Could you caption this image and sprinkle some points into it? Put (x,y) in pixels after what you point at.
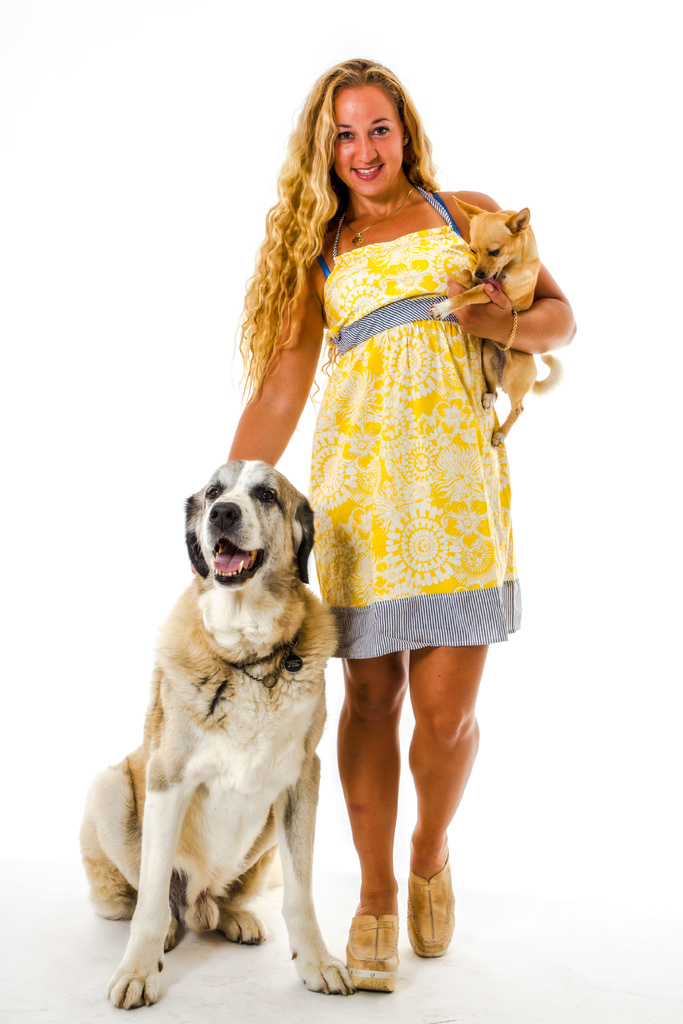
There is a woman (402,278) in yellow color dress (415,330), standing, smiling and with two dogs (489,251). One dog (226,617) is in white color and other one (483,263) is in yellow color. The background (140,91) is in white color.
